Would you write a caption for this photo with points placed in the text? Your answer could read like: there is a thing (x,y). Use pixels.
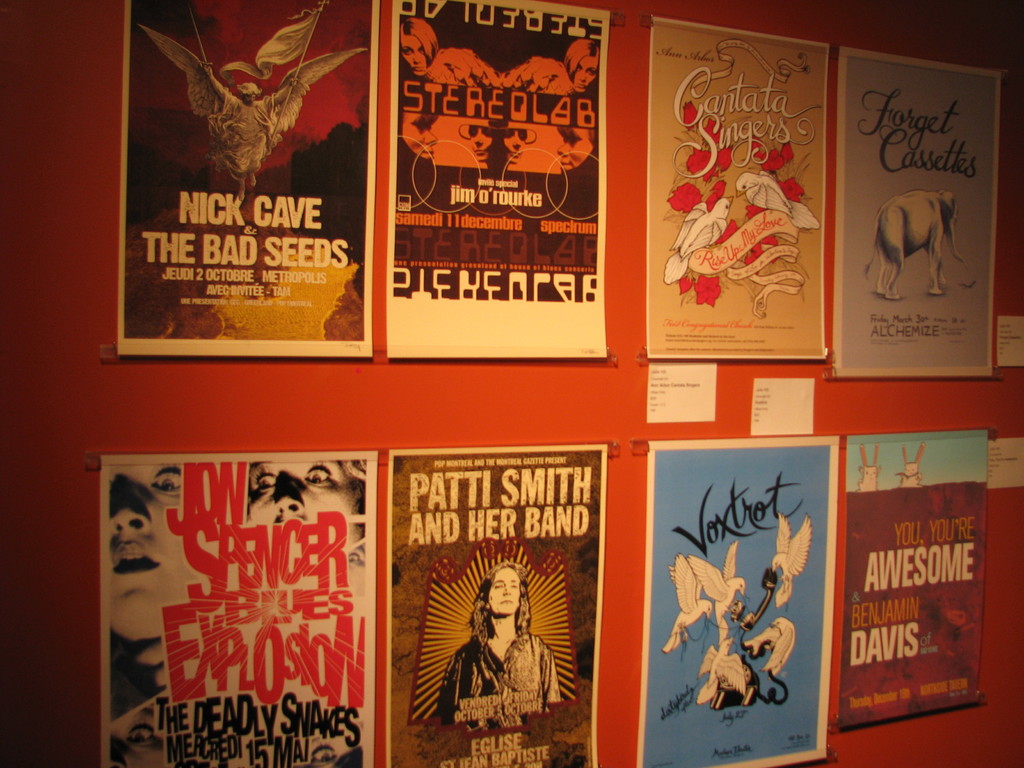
In this picture I can see a red color wall (685,436) which has some photos (574,500) attached to it. These photos (508,663) are of people (529,651), animals (940,201), birds (687,584) and other things (762,269).
